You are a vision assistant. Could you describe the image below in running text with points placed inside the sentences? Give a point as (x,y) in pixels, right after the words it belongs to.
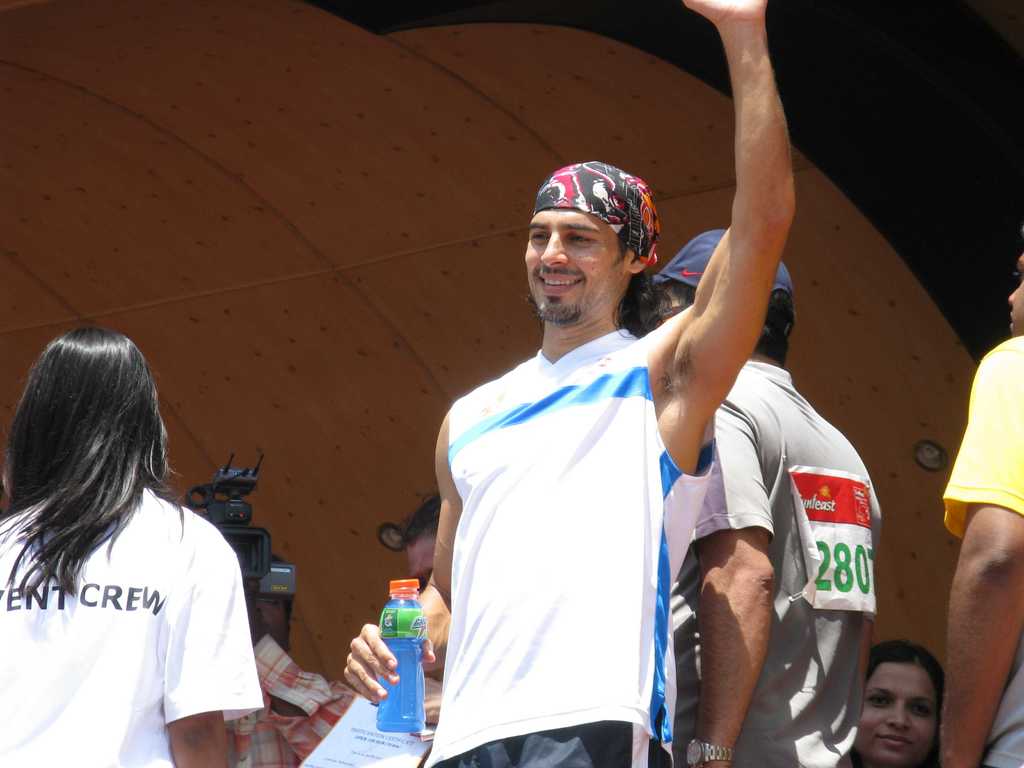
The persons (584,369) are standing. In-front this person (586,480) is holding a bottle (408,668). Far there is a camera (260,528).
